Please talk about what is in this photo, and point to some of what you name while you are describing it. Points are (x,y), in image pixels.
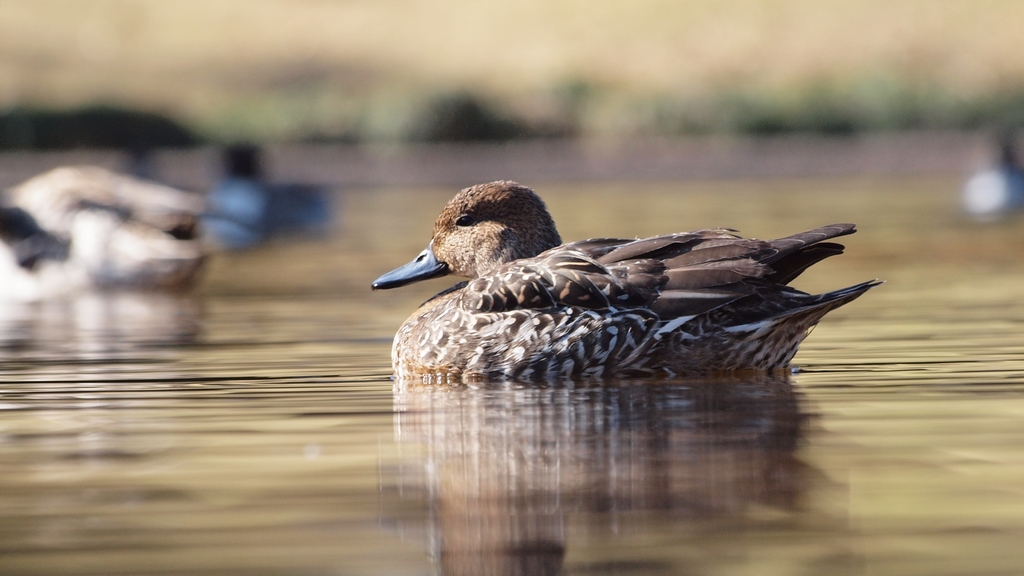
In the center of the image (488,311), we can see a duck (477,333) on the water (446,447).
